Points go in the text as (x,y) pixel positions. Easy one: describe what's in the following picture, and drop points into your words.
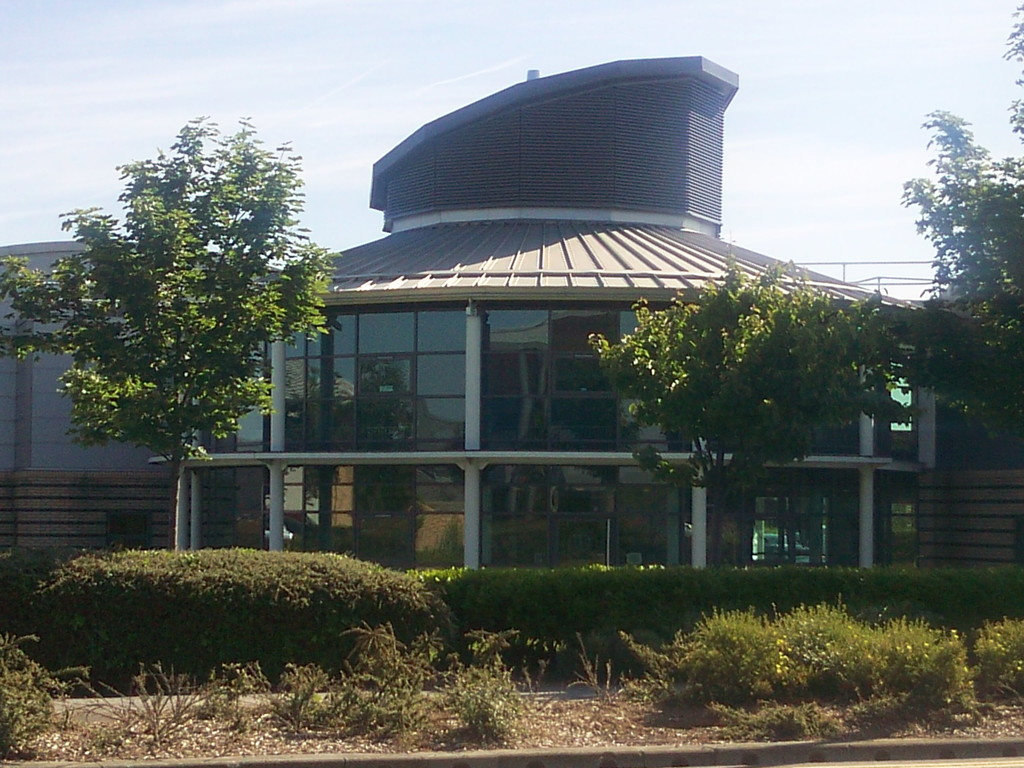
This image consists of a building (575,389) along with trees (680,332). At the bottom (588,631), there are plants (588,631) on the ground (529,710). To the top (761,45), there are clouds (519,63) in the sky (677,50).
